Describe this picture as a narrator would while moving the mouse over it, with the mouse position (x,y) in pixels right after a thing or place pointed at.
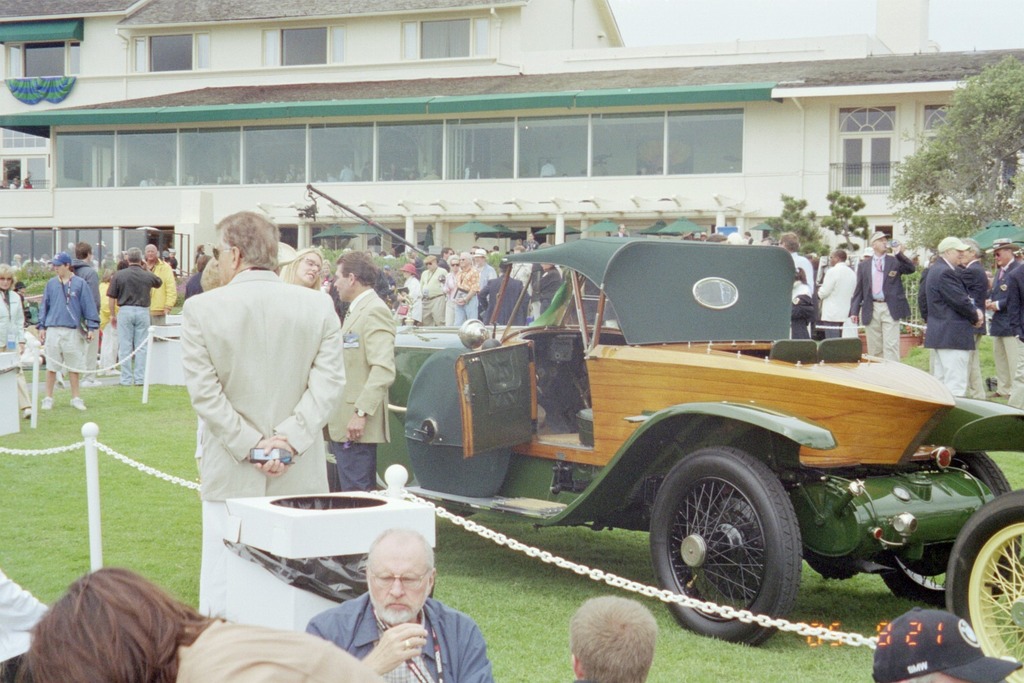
This picture contains a vehicle (643,509) in green and brown color is parked in the garden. Beside that, there are poles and an iron chain (124,460). We see a garbage bin (262,536) in white color. At the bottom of the picture (253,658), we see people (248,641) sitting. Behind the vehicle (592,265), there are people (442,281) standing on the grass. There are buildings (659,146) and trees (976,174) in the background (518,173).
